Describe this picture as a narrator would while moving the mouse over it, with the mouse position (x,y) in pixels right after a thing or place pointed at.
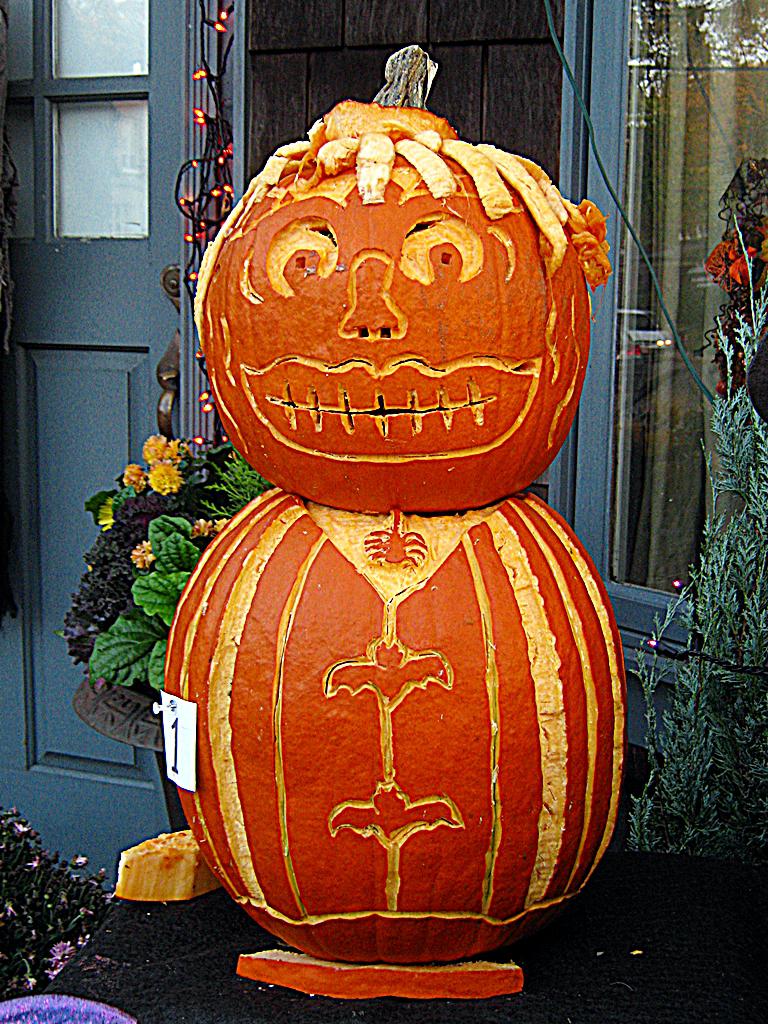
In this picture, we can see a decorative object (410,510) in orange color on the ground (540,943), we can see the glass door (124,248), ground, plants (750,488), and some object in the bottom left side of the picture (1,1014).
